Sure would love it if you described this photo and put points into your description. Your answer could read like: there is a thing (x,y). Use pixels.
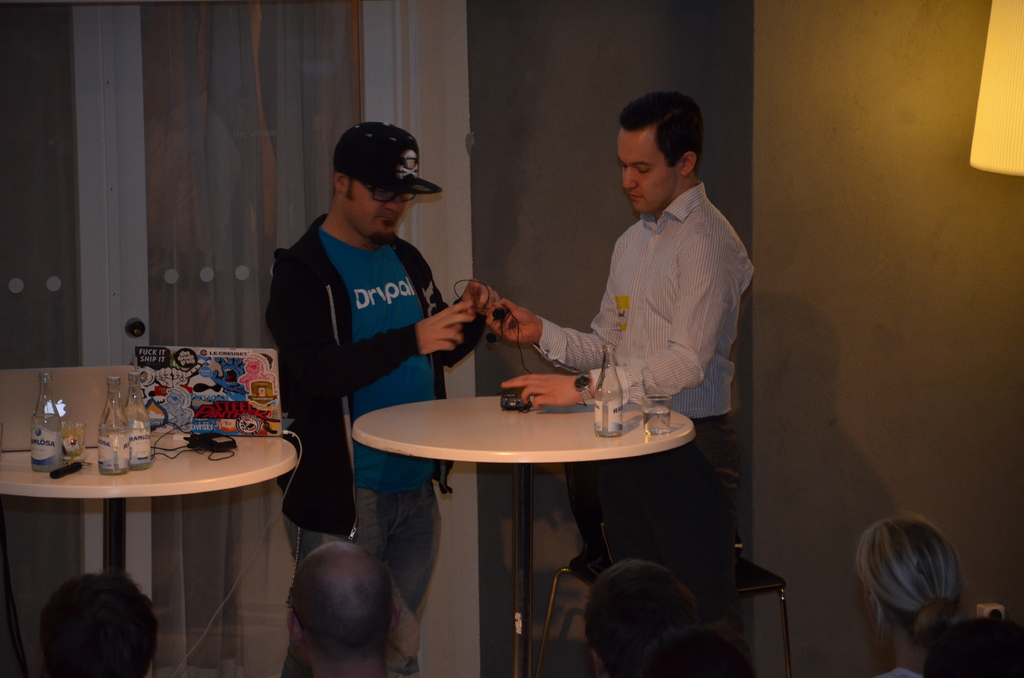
In this picture there are two persons (668,488) standing at the table (582,429) with a water bottle (597,413) and a water glass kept on table (534,444) and this person (567,382) is looking at the table (494,423).
